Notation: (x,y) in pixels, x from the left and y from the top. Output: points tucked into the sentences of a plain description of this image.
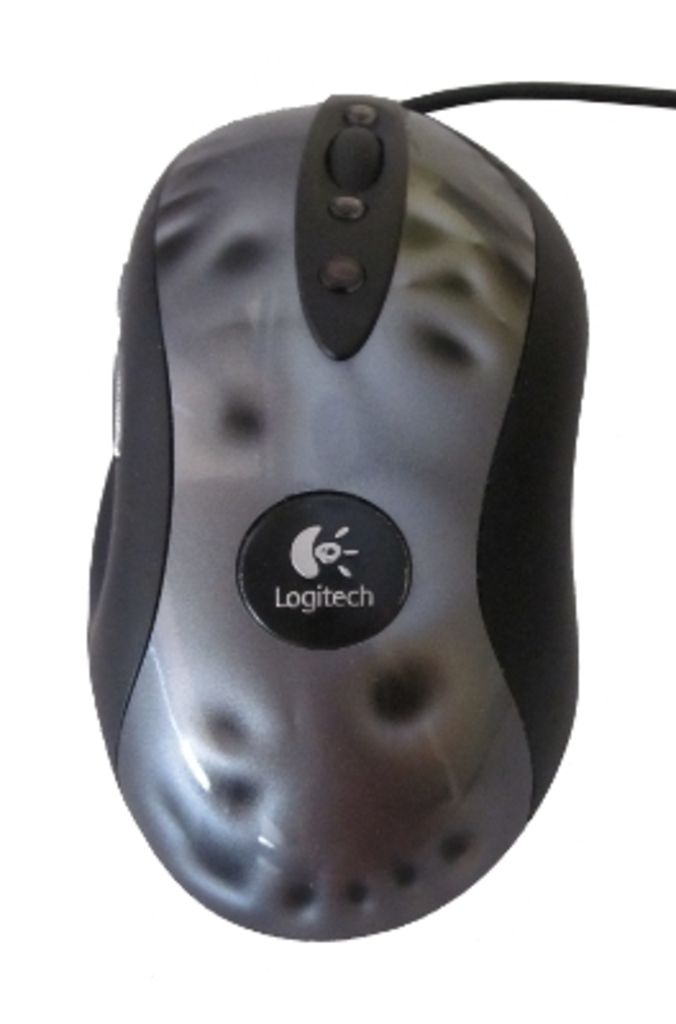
In the center of the image (425,406) there is a mouse (393,514).
